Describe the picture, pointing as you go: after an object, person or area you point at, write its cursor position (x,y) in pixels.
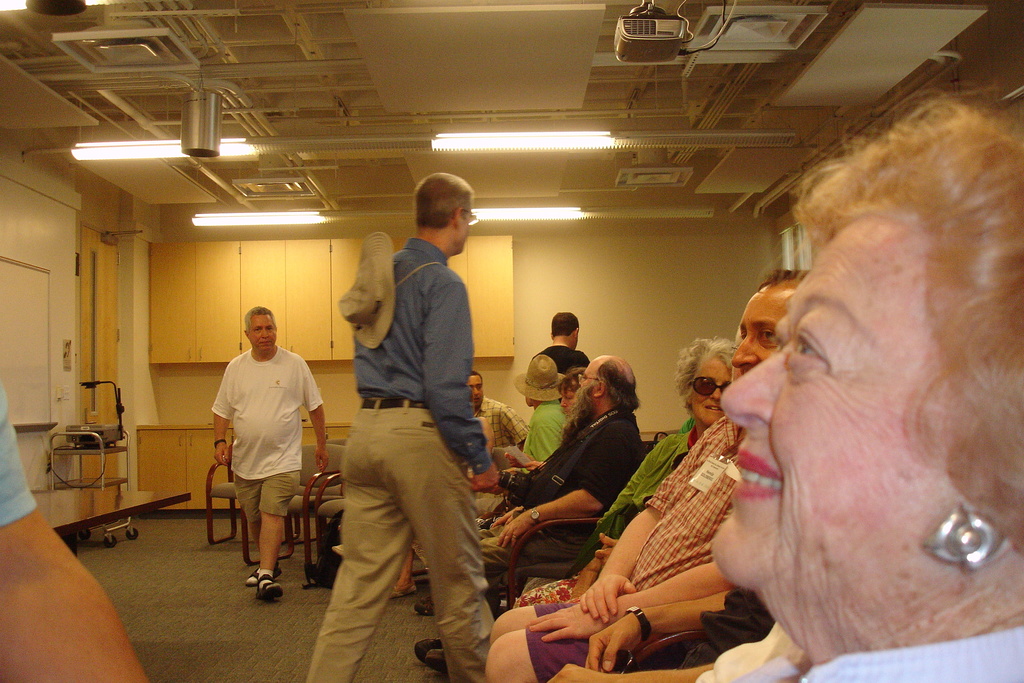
As we can see in the image there are few people (921,577) here and there sitting on chairs (315,500). There is a wall (627,265), lights (98,144) and in the front (643,51) top there is a projector (655,42).
